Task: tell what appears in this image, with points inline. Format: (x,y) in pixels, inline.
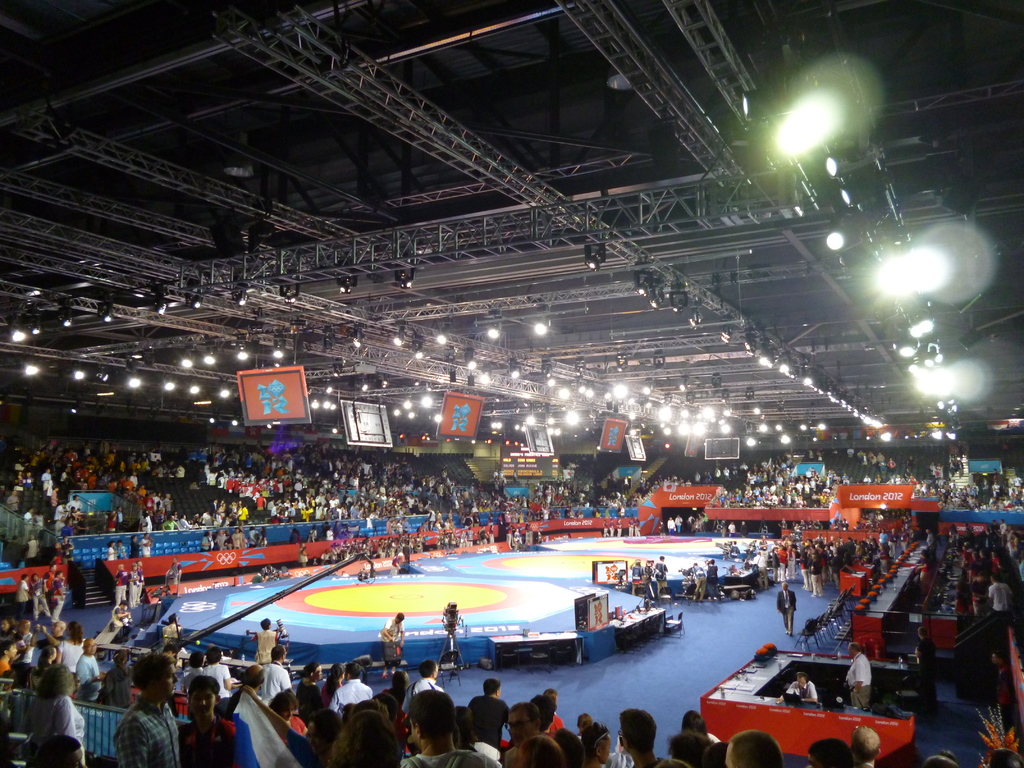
In this image we can see the Indoor stadium (562,643) where we can see these people (526,537) are in the ground (703,683) and these people (385,739) standing in the stadium (120,537), where we can see the boards (834,519), monitors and ceiling lights (815,119).
